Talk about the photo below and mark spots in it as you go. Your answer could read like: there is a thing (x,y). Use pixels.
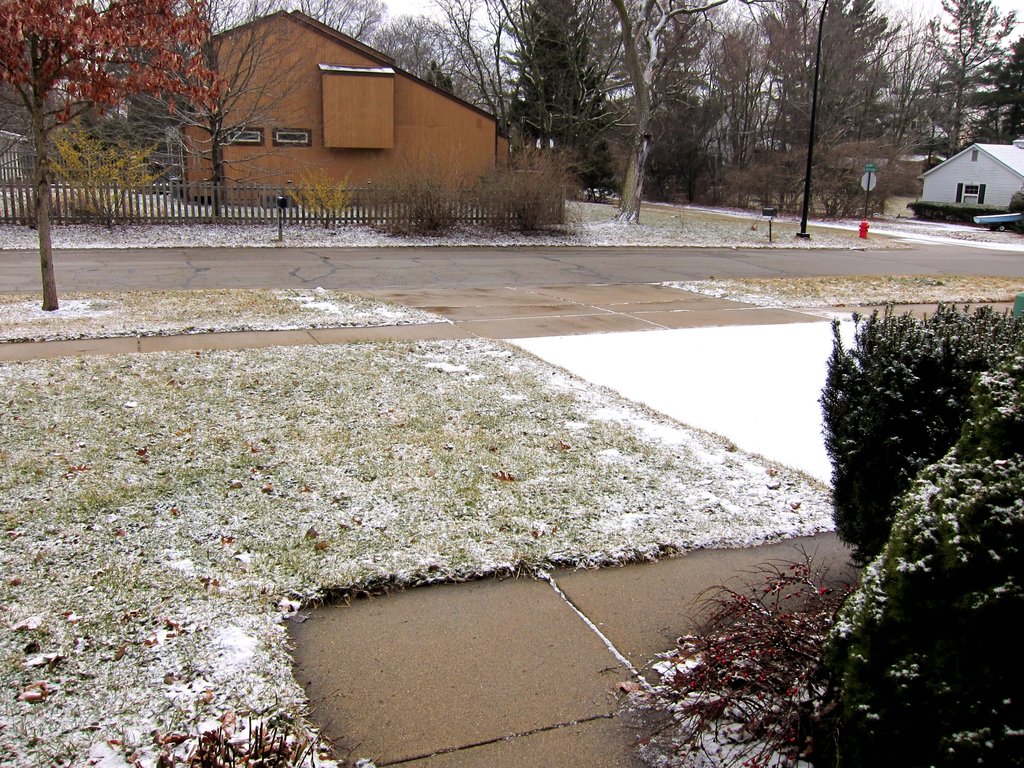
This picture is clicked outside. In the center (446,488) we can see the grass (639,452), plants (852,376), trees (0,90), fence (472,214), metal rods (824,4) and houses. In the background (609,72) we can see the trees (753,58) and the sky (905,8) and some other objects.
